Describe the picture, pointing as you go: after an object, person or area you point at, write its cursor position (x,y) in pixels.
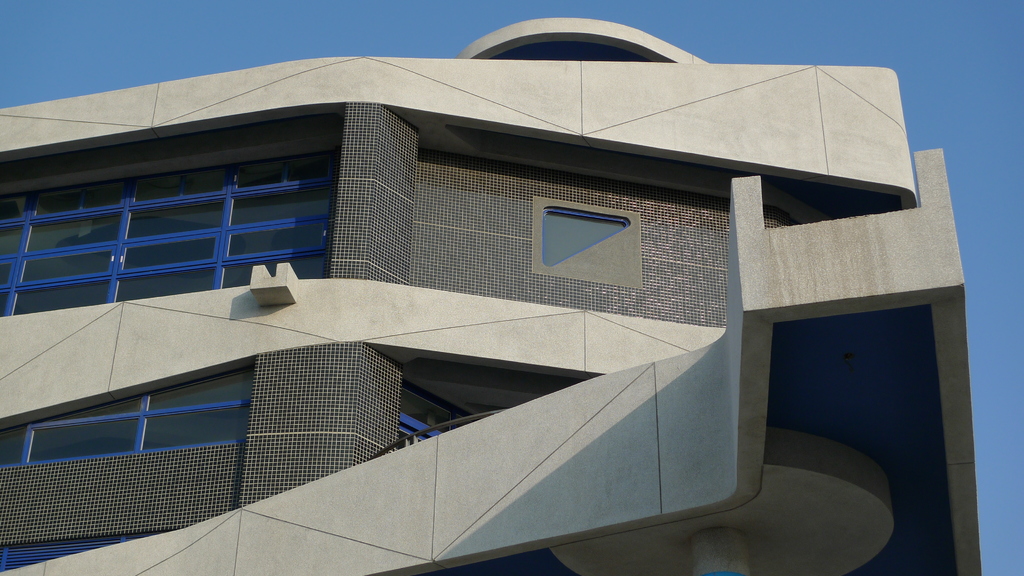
This is a building (610,291) and a sky (946,35).
